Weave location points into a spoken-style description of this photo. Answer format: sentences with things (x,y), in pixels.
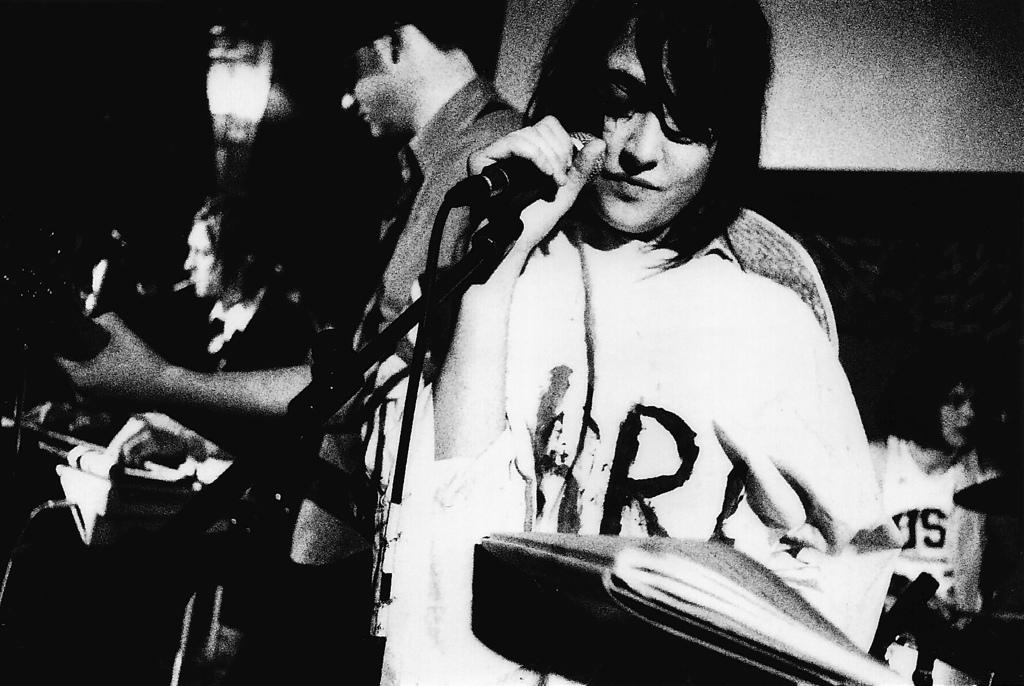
This is a black and white image, where there is a woman (641,421) standing and holding a mic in her hand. In the background (457,134), there are men (390,287) playing musical instruments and a wall (860,126).
